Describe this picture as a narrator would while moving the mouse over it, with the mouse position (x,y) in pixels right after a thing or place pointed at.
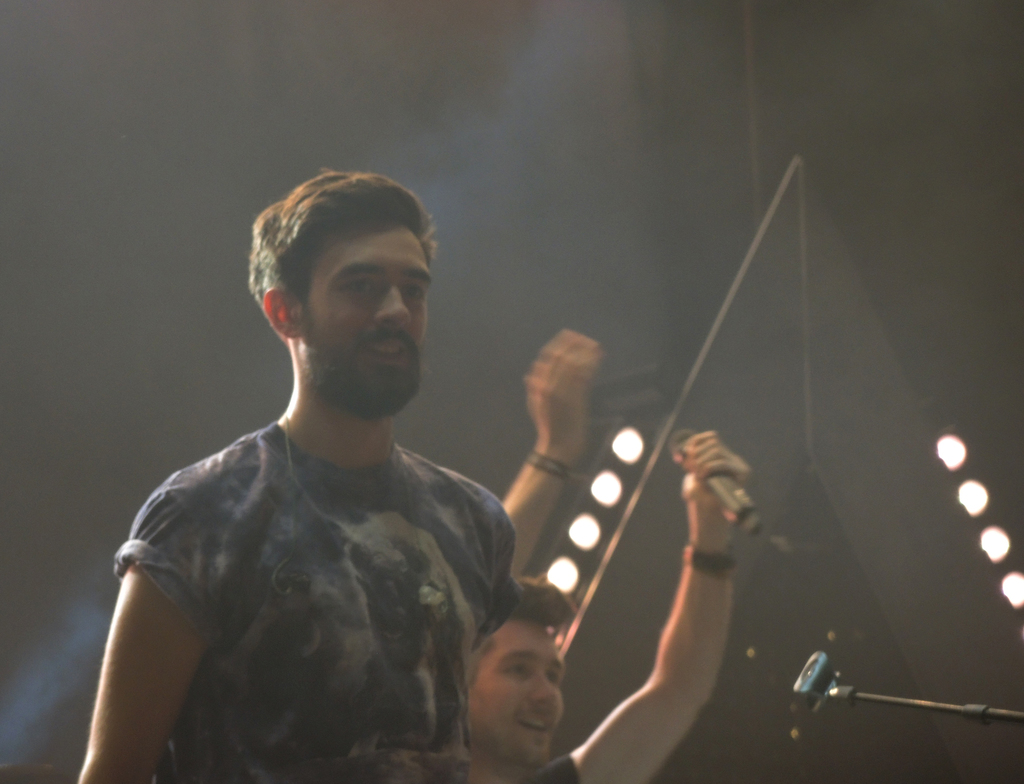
There is a man (350,570) in t-shirt (392,535), laughing and standing. In the background (570,659), there is another man (581,411) laughing, there are lights (581,538), smoke (689,188), mic (728,482), stand (809,680) and other materials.
